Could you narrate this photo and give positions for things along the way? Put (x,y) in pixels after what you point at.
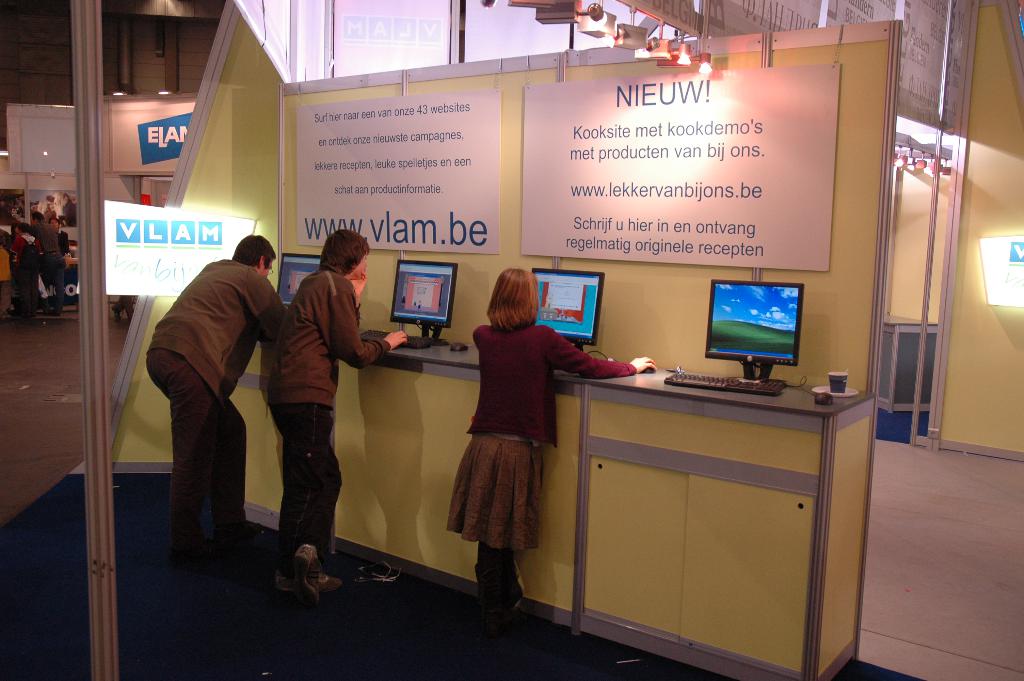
In this image I can see few people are holding something. In front (779,340) I can see few monitors (732,332), keyboards (728,381), mouses (817,396) and few objects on the table (564,382). I can see few people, boards (163,138), pole (95,2), few lights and few boards (536,140) are attached to the wall (224,186).
